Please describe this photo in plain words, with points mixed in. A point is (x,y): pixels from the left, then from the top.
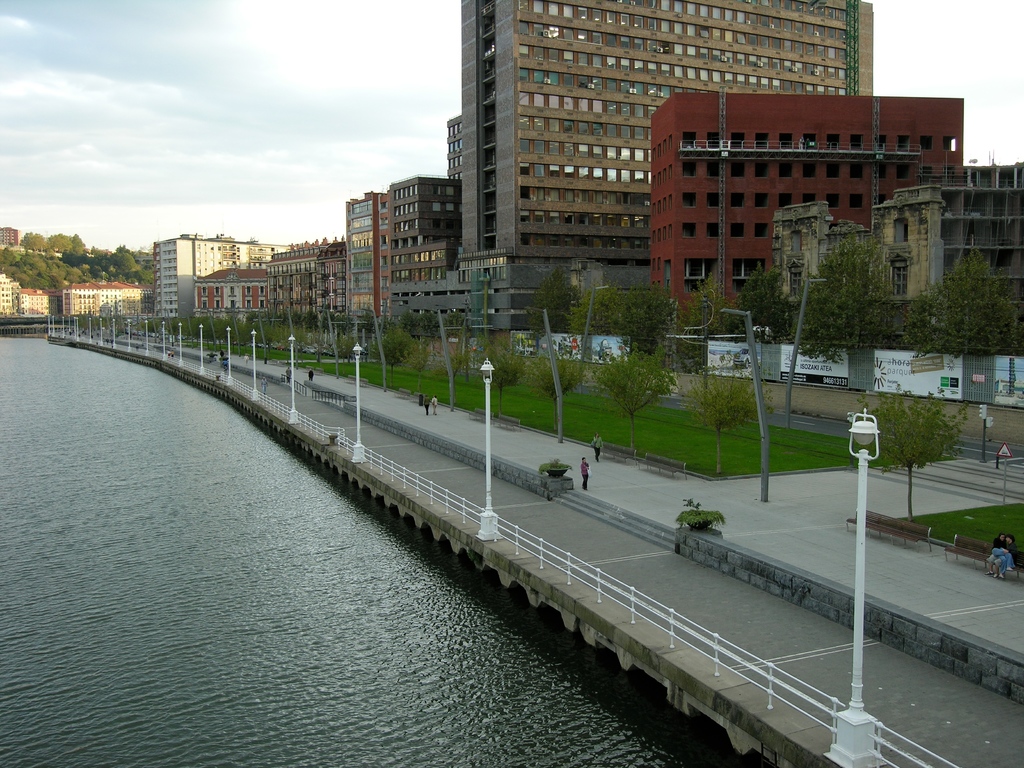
In this picture there are buildings (407,224) in the background (656,219), there are trees (77,267). In the front (1017,542) there are poles (489,520) and there are persons (1008,552) standing and walking and sitting, and there is grass (697,456) on the ground (697,456). On the left side (151,580) there is water (206,572) and the sky (267,104) is cloudy.
